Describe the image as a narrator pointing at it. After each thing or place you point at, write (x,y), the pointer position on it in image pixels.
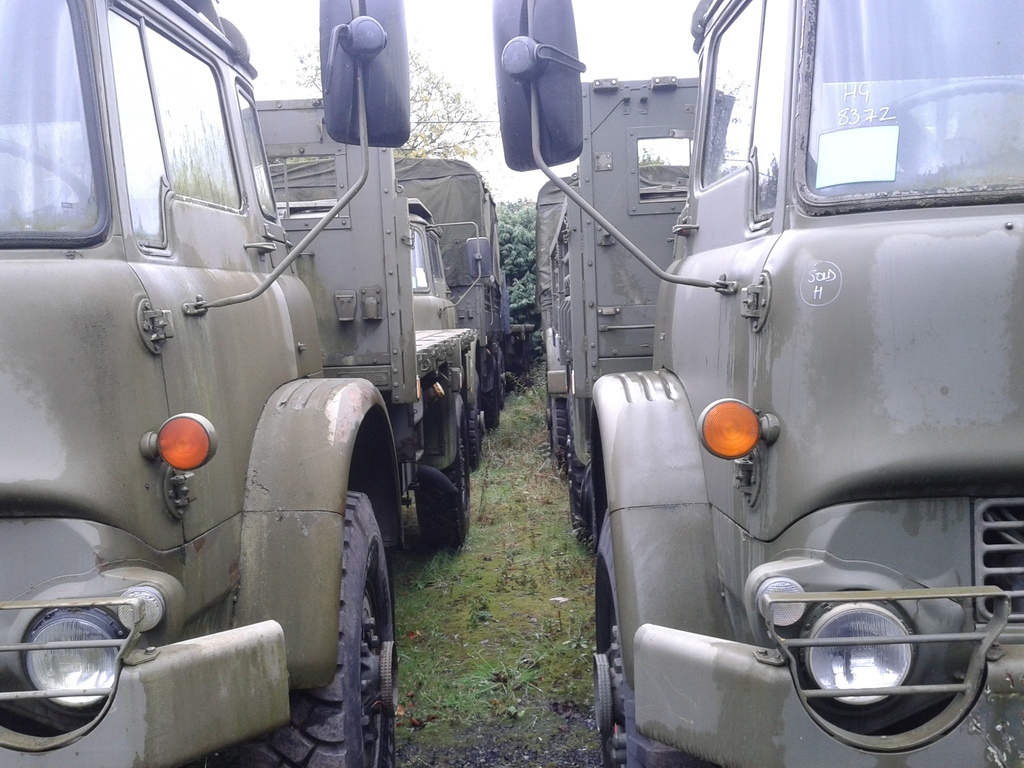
In this image we can see some vehicles (484,233), grass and other objects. In the background of the image (458,104) there are trees (438,105) and the sky (475,101).
